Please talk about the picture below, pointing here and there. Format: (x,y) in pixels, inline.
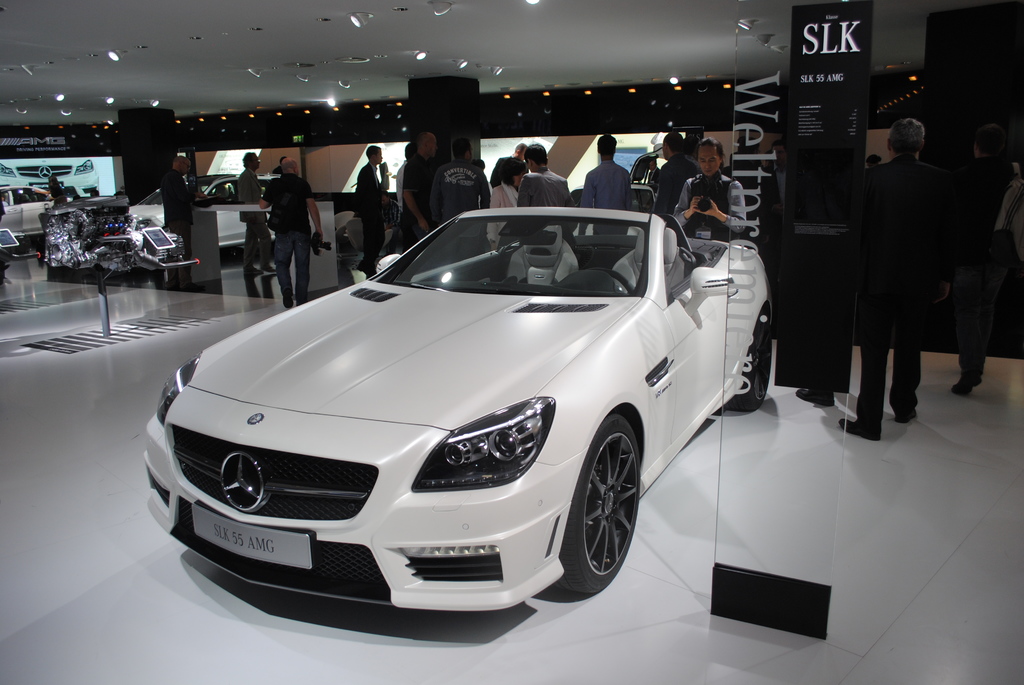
In this image, we can see a car (542,442) is parked on the white surface (563,660). Background (913,317) we can see a group of people (996,148), pillars (949,338), banners (28,147), few objects (96,202), screens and vehicles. Here we can see a glass object (787,451). Top of the image (557,75), we can see the ceiling (608,19) and lights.
